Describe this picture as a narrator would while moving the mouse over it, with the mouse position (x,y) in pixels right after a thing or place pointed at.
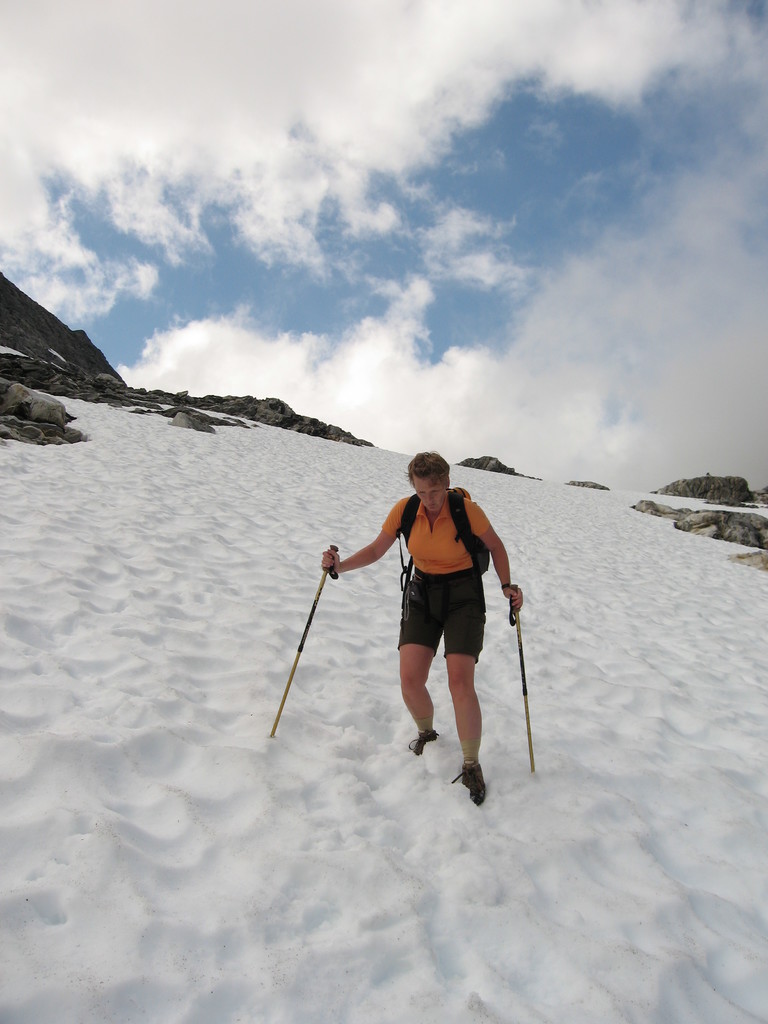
In this image we can see a woman (452,677) is walking. She is wearing orange color top (435,566) with shorts (432,634) and the land (508,645) is covered with snow (274,583). The sky (330,305) is in blue color with clouds (454,412).
